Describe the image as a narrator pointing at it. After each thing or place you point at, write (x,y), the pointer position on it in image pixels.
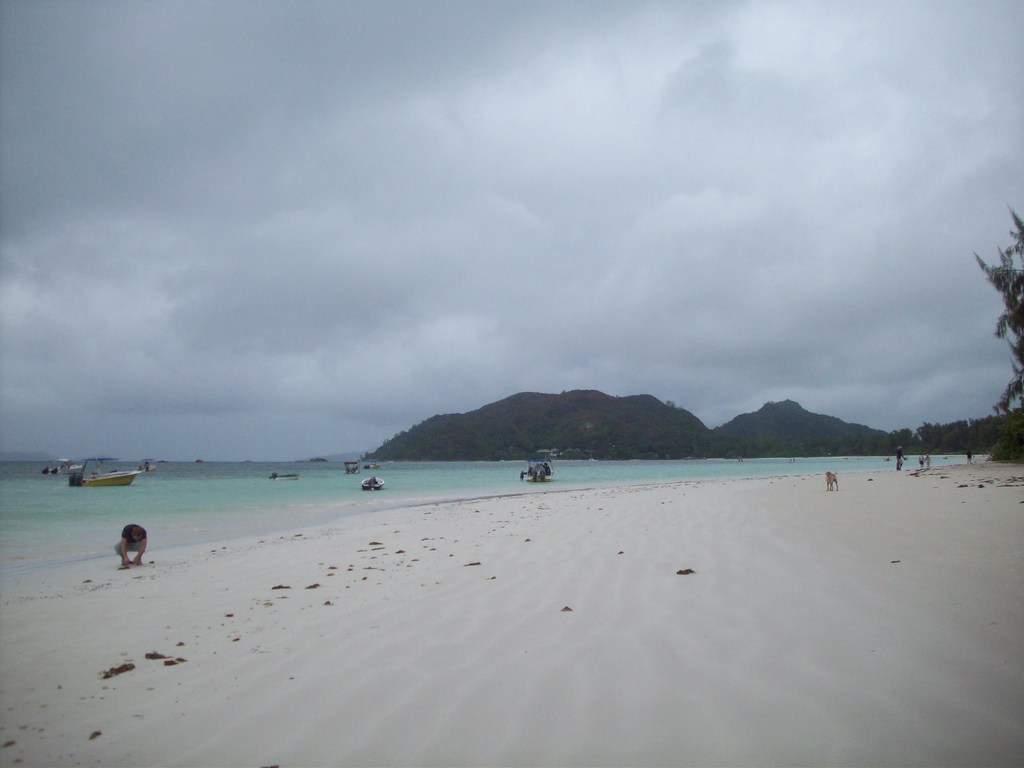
In this picture we can see water (308,474) on the left side (240,470), there are some boats (103,459) in the water (156,475), we can see a person (131,547) here, on the right side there is a dog (827,486), we can see a hill (611,429) in the background (686,431), on the right side (1008,316) there is a tree (1015,294), we can see the sky (642,149) at the top of the picture (640,138).
